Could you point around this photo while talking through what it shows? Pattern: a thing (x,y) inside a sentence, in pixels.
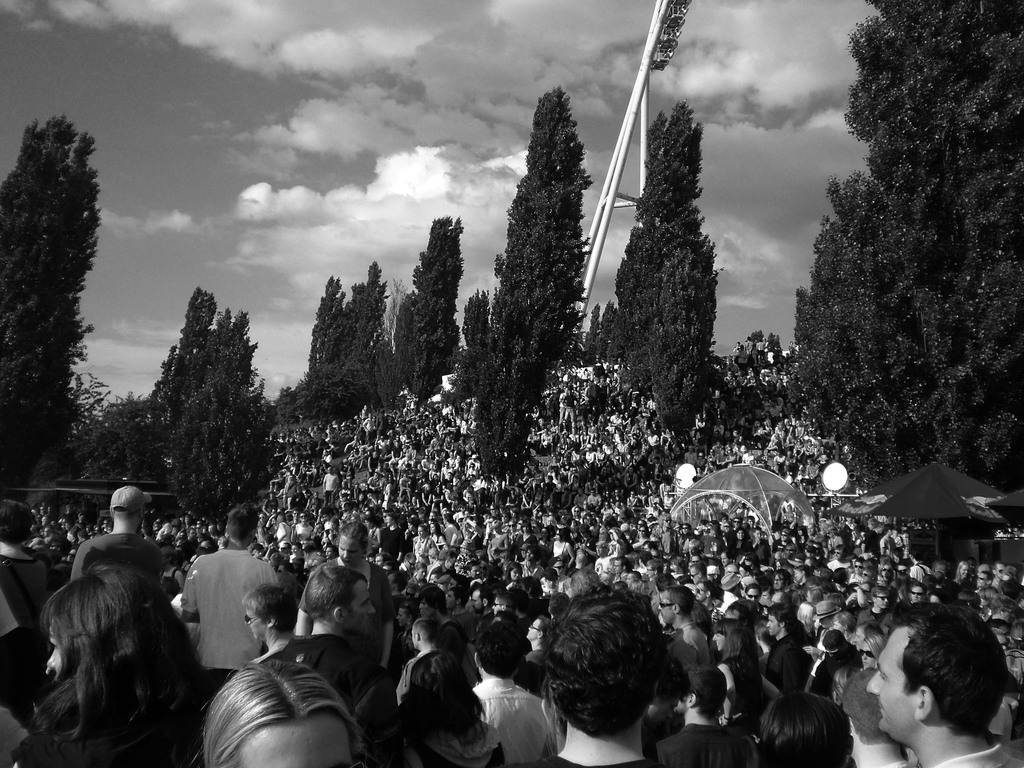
There are persons (536,524) on the ground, on which there are trees (1010,456). In the background (228,8), there are clouds (575,80) in the sky (167,85).
